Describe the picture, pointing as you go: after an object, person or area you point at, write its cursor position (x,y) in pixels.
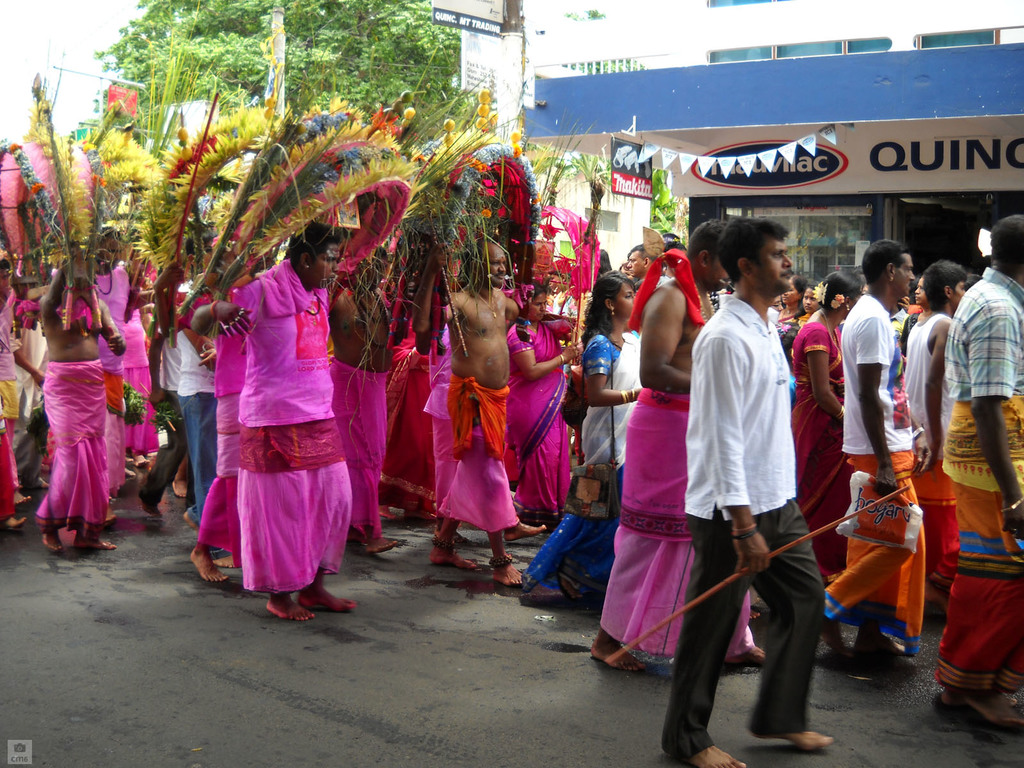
There are groups of people (495,404) walking. Among them few people (109,399) are in the fancy dress (352,387). These are the buildings (940,94). This looks like a name board (626,159), which is hanging. I think this is a pole (519,45). Here is a tree (351,48). At the bottom left corner of the image (16,742), I think this is the watermark (29,755).
